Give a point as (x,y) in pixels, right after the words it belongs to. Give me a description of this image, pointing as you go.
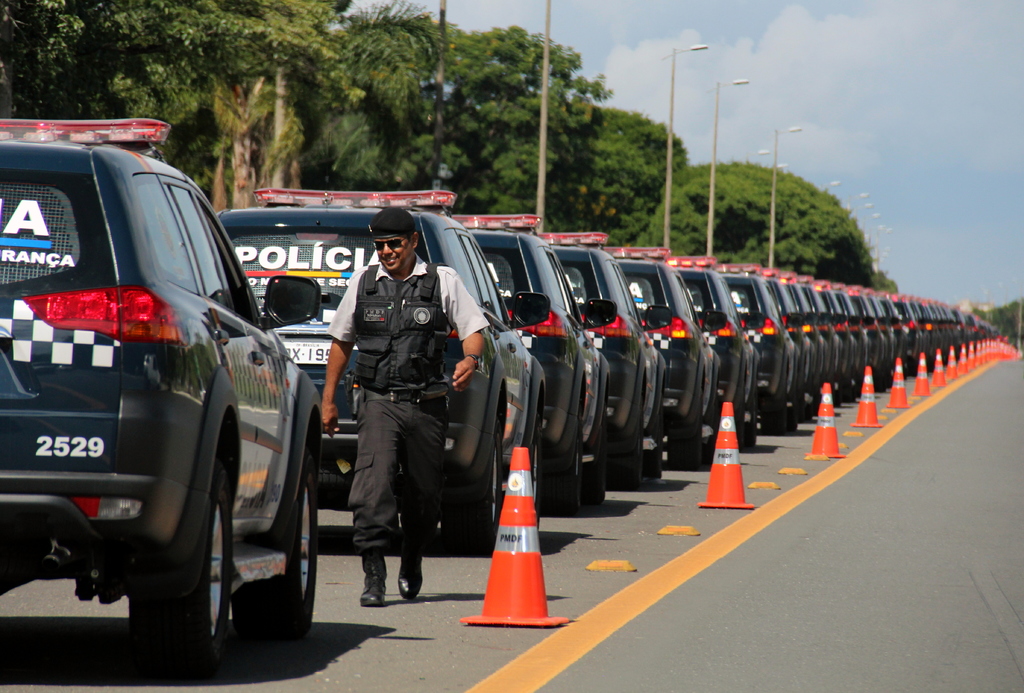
This image is clicked on the road (731,578). To the left (178,438) there are many cars (545,319) parked on the road (727,599) in a queue. In the foreground (376,422) there is a man (417,377) walking beside the car (273,463). In the center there are cone barriers (731,465) on the road (646,519). Behind the cars (242,216) there are trees (509,109) and street light poles (548,31). At the top (933,106) there is the sky (901,122).
